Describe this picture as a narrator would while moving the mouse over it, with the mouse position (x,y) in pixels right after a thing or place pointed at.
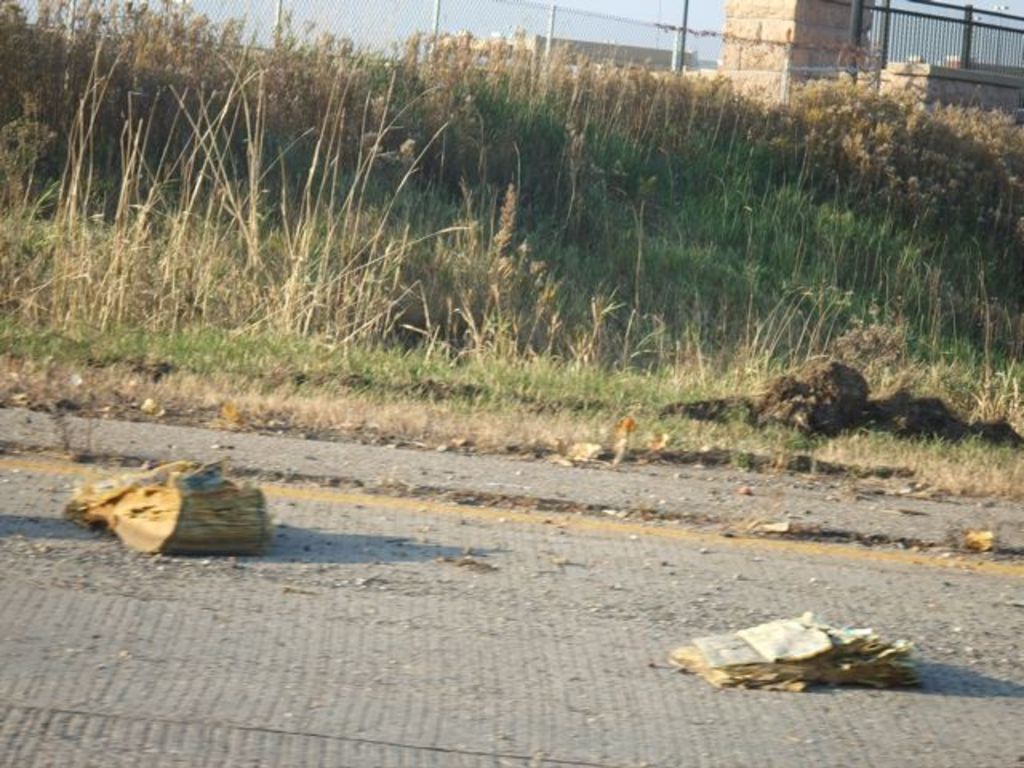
In this picture I can see grass (443,318) and I can see buildings (596,49) and I can see a metal fence (957,50) and few papers (199,521) on the road (384,687).
